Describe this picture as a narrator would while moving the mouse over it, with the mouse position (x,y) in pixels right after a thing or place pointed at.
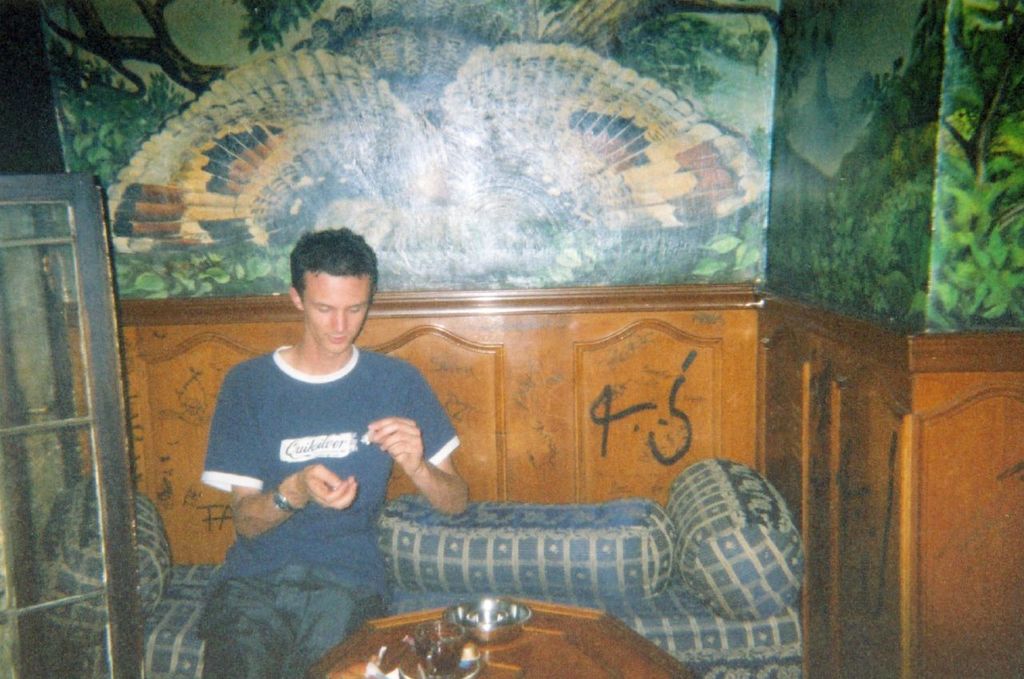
In the picture I can see a man (329,352) wearing a T-shirt (269,535) and he is sitting on the sofa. I can see the pillows (522,560) on the sofa (707,583). I can see a wooden table (531,645) at the bottom of the picture (496,645) and there is a stainless steel bowl (496,630) on the table (496,645). There is a glass window (75,466) on the left side (54,502). In the background (513,188), I can see the paintings (592,156) on the wall (605,153).
